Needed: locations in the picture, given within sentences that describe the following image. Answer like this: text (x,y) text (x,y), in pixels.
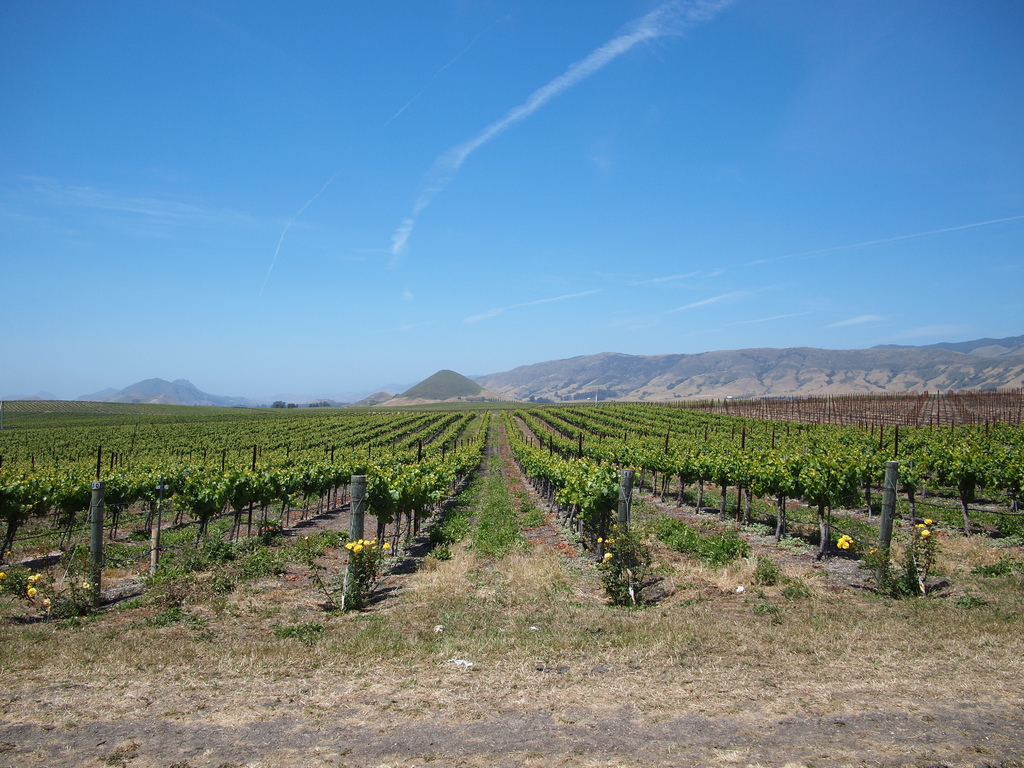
In this image we can see many plants (541,440) on the ground (506,452). At the bottom of the image (675,573) we can see ground (509,730) and grass (348,620). In the background (236,316) there is a hill (792,351), sky (508,356) and clouds (126,203).
